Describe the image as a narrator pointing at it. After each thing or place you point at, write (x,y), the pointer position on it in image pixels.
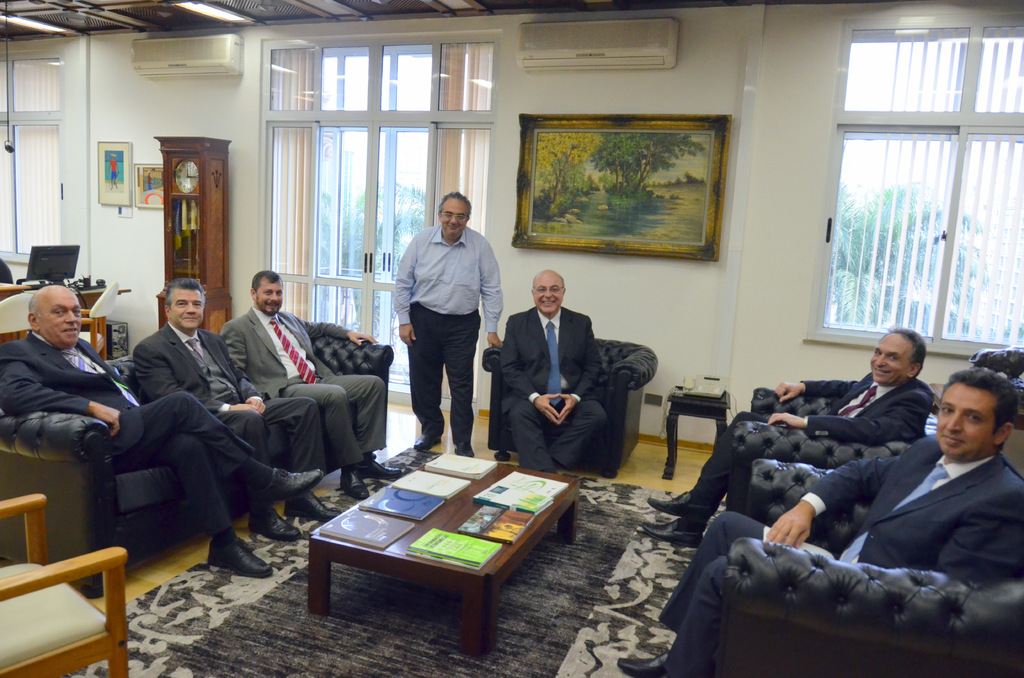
In this image there are group of persons (980,505) sitting and at the middle of the image (401,282) there is a person (458,295) standing and at the background of the image (584,181) there are paintings (146,198), clock (178,166), windows (323,300) and at the middle of the image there are books (433,547) on the table (424,532).
